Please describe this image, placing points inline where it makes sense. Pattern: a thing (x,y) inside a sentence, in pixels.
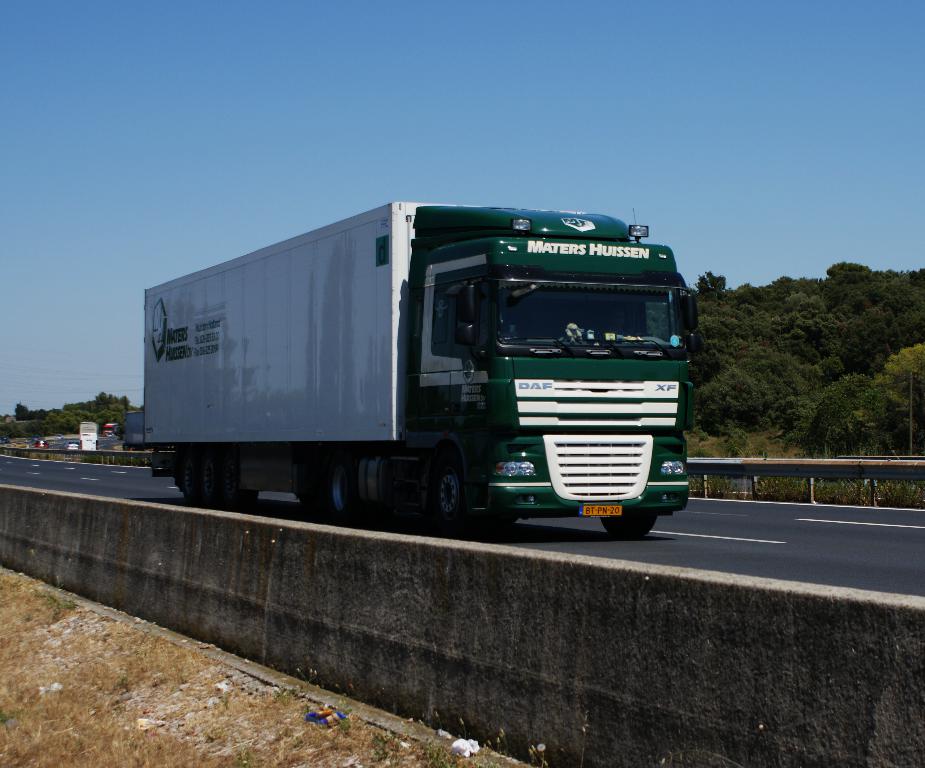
In the image there is a vehicle (419,416) on the road (675,526) and behind the vehicle (587,332) there are many trees (905,353).
